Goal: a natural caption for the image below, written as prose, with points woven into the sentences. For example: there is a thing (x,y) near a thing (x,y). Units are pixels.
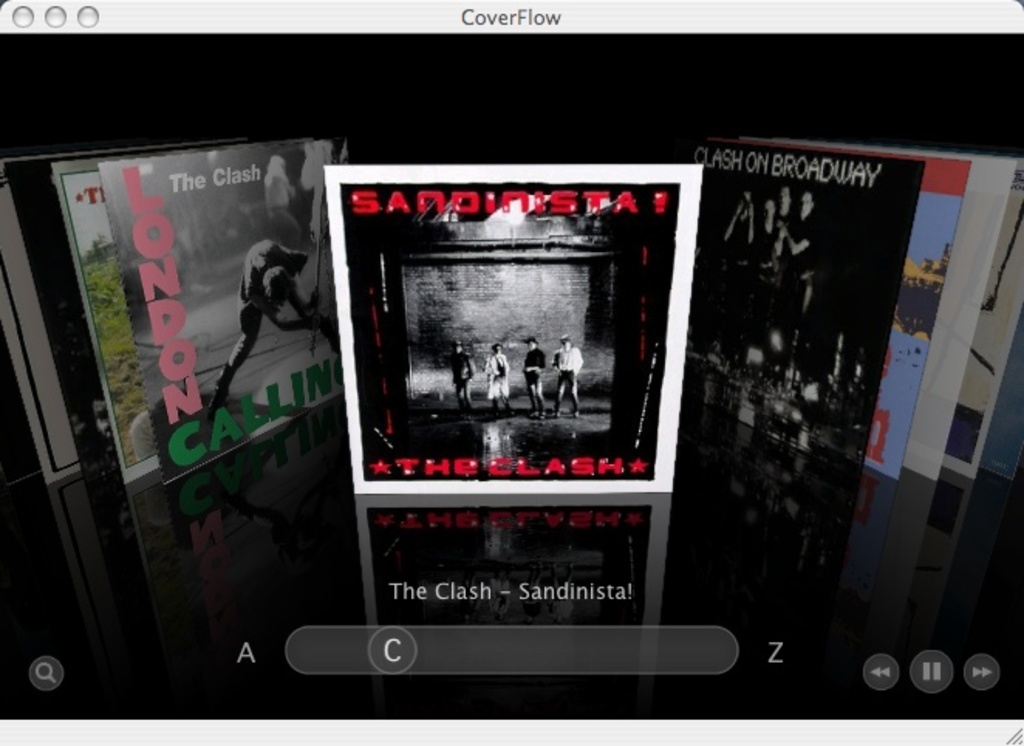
This is an animated image in this image in the center (477,305) there are some album covers (512,329), and at the bottom of the image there is some text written and on the top of the image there is some text (485,25).
